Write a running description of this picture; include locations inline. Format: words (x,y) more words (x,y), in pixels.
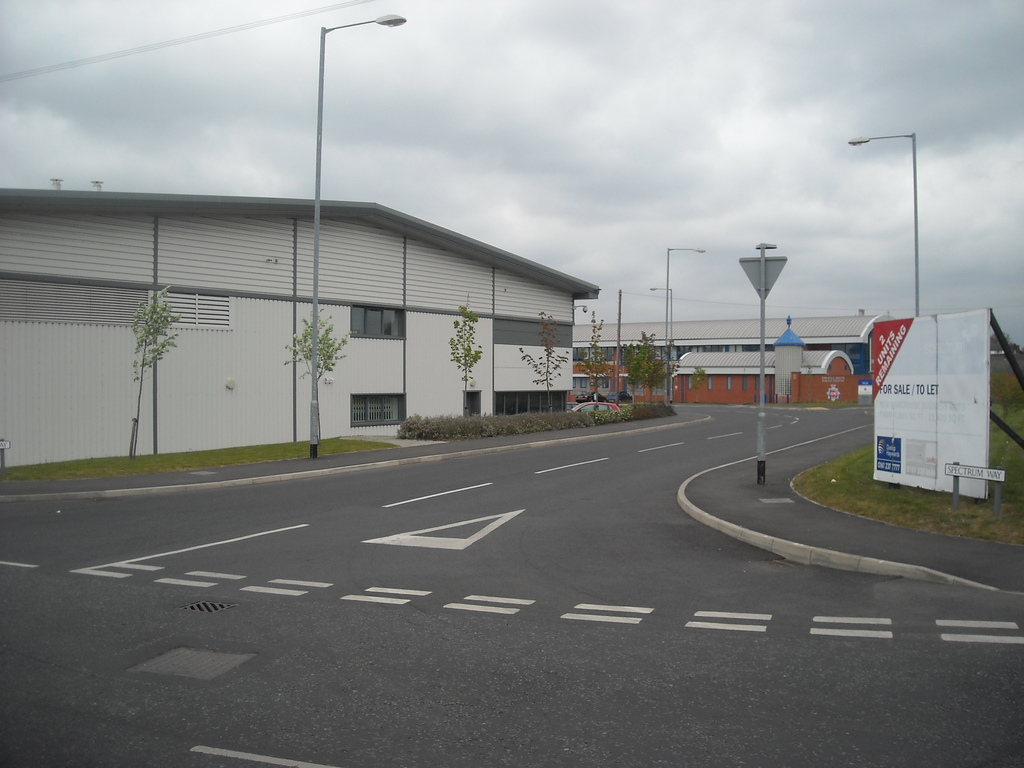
In this image, there are a few buildings (683,370), vehicles (589,393), trees (647,355), poles (322,41), plants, boards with text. We can see the ground (424,447) and some grass (942,501). We can also see the sky (584,163) with clouds (682,74).
